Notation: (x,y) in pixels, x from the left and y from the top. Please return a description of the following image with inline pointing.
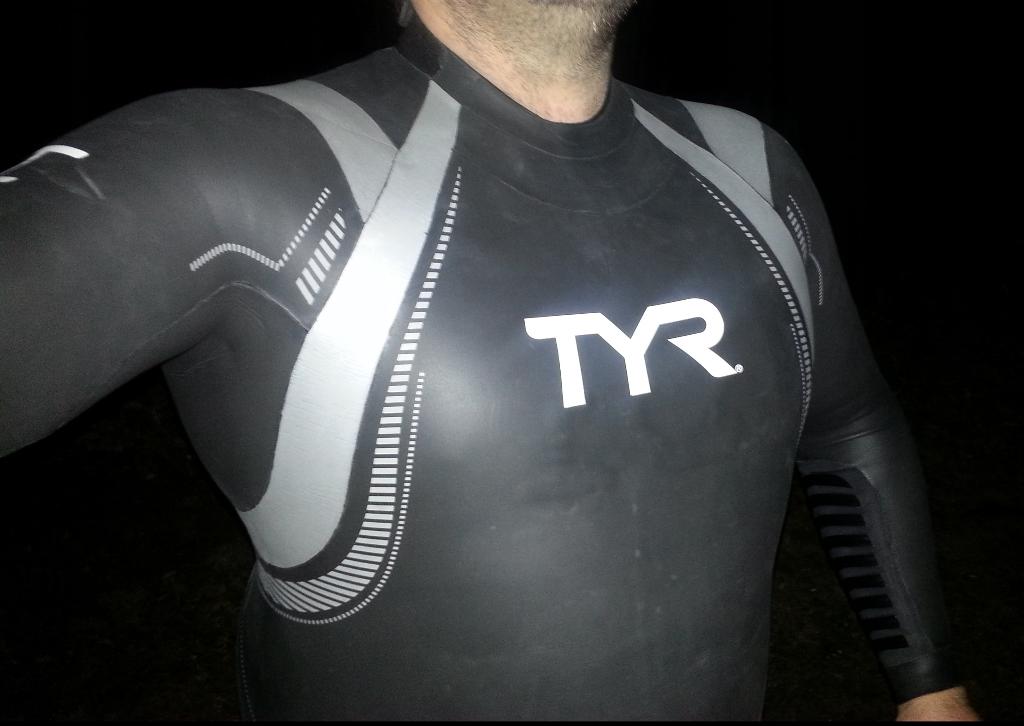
In this image we can see a person (675,488) truncated and the background (82,549) is dark.
